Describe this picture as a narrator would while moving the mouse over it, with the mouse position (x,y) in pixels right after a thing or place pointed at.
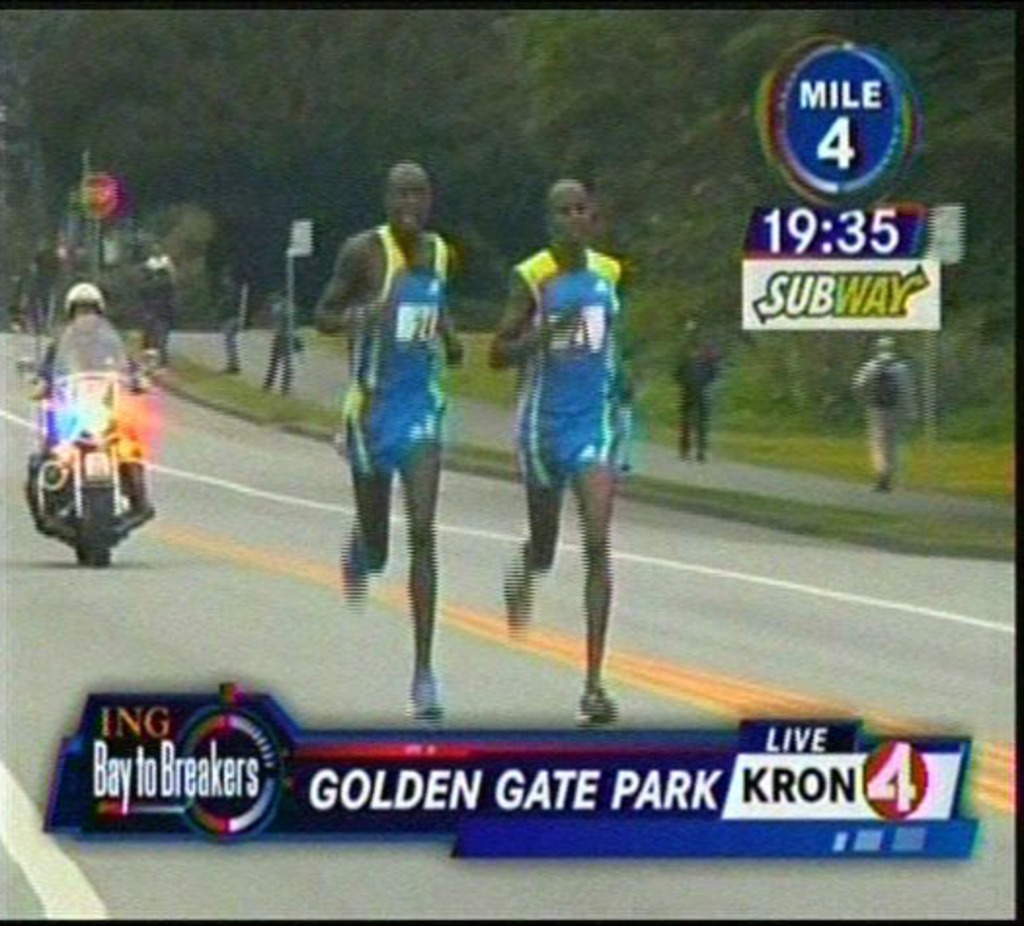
In this image there are two runners (596,586) who are running on the road (575,635). Behind them there is a person (46,365) sitting on the motor bike (68,462). On the right side (884,414) there is another road (253,353) on which there are few people (704,399) walking. In the middle of the road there are boards (106,196) which are kept on the footpath (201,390). At the bottom (215,791) there is some text (816,796).
